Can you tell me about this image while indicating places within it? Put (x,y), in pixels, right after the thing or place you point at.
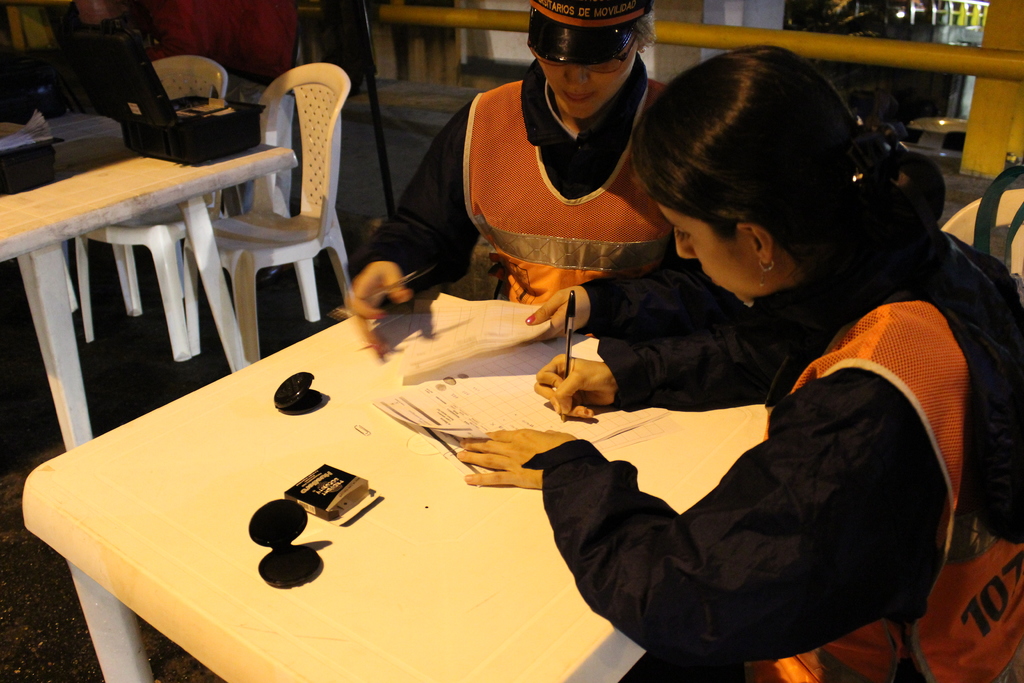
In this picture we can see two women (784,161) wearing orange colour aprons (954,452) sitting on chairs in front of a table (529,550) and they both are holding pen (568,330) in their hands (606,385) and writing on papers (501,416). Here we can see empty chairs (285,179) and tables (190,213) and on the table (190,213) we can see boxes (189,146). This is a floor (90,400).
